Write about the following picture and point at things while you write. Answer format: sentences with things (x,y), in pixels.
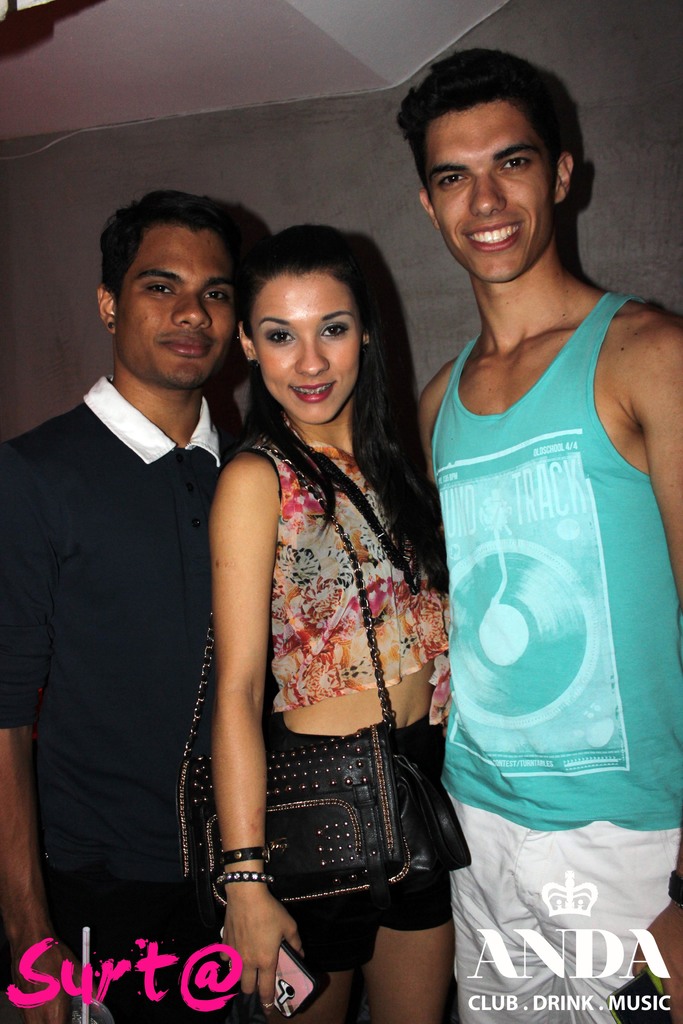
In this image we can see three persons (333,575), two males (513,390) and a female (261,673) male persons (183,718) wearing black and green color dress (173,739) respectively standing and a female (278,693) wearing multi color dress (337,667) also carrying handbag (209,888) in her hands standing in between them and in the background of the image (322,117) there is a wall (291,138).
